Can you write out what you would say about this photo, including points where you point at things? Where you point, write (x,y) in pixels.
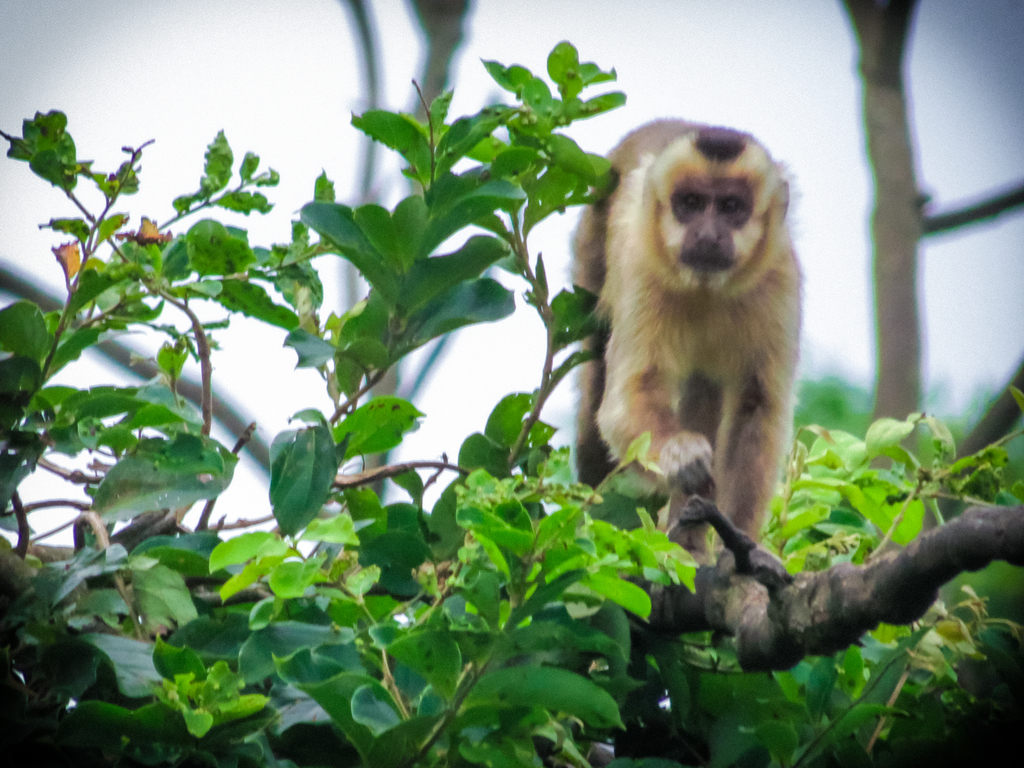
In this picture I can see a monkey (671,373) standing on the branch (675,592) of a tree (617,601), and there is blur background (727,57).
